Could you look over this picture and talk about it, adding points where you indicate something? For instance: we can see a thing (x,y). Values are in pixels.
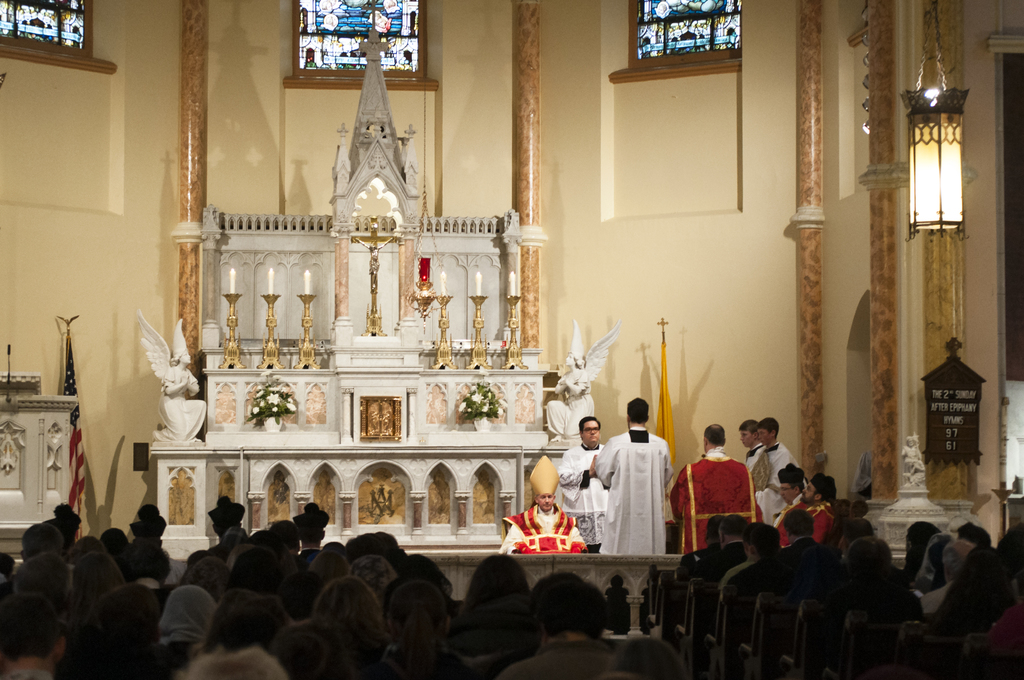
This image is taken from inside the church (542,559). In this image there are a few people (727,574) sitting, in front of them there are a few people (621,496) standing and one of them is sitting, there is a rocky structure (359,345) on which there are two statues (563,421), flower pots (477,412), candles (511,340), cross (373,278), beside that there is a flag (81,483) and in the background (62,177) there is a wall (155,97) and windows (308,20), on which there is painting (347,37). On the right side of the image (957,170) there is a lamp (931,142) hanging from the ceiling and there is a board (945,389) with some text (957,408) on it.
